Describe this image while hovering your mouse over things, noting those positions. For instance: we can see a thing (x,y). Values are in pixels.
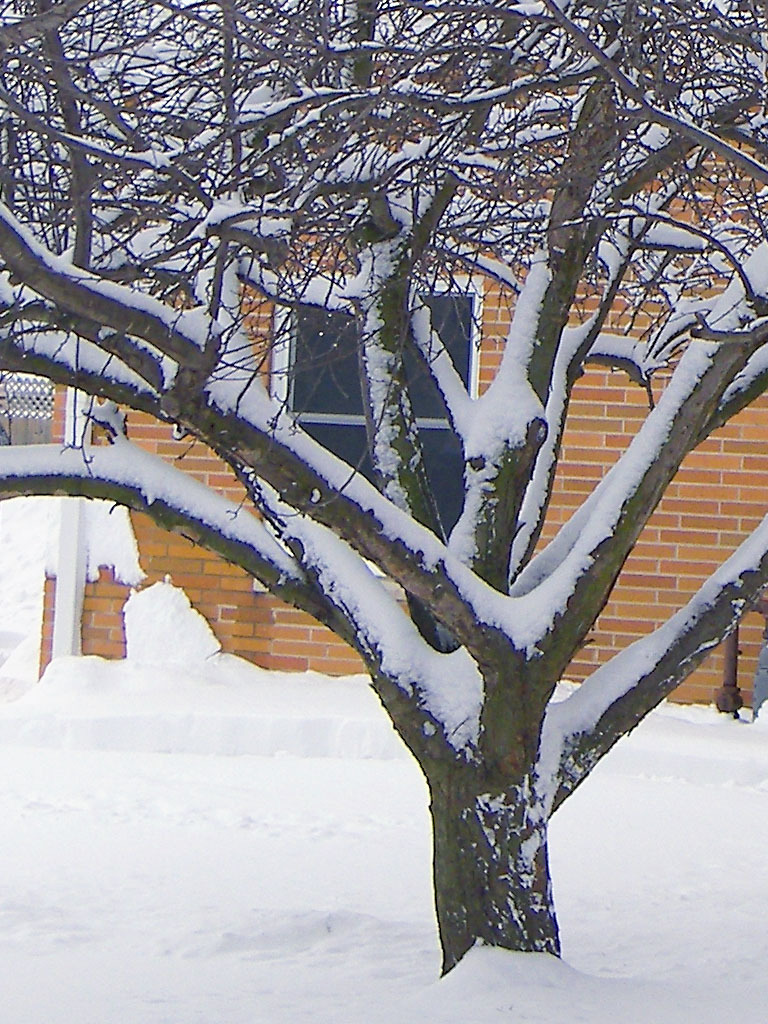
In this image we can see the road (182,977) covered with snow (33,889) and tree (280,146) covered with snow (398,21). In the background (121,581), we can see the brick wall (110,591) and the glass windows (337,408).
